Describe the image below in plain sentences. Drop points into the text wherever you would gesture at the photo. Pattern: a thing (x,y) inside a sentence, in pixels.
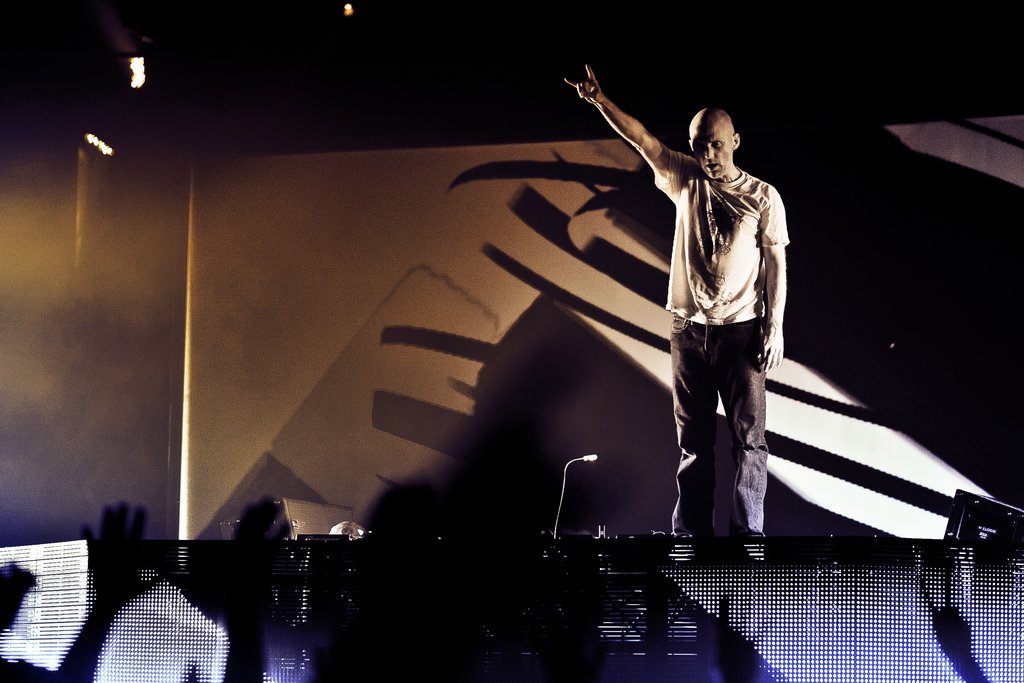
At the bottom of the image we can see a few human hands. In the center of the image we can see a stage (689,596). On the stage (578,584), we can see a person (710,364) is standing. In the background (789,519) there is a wall (214,275), lights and a few other objects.
